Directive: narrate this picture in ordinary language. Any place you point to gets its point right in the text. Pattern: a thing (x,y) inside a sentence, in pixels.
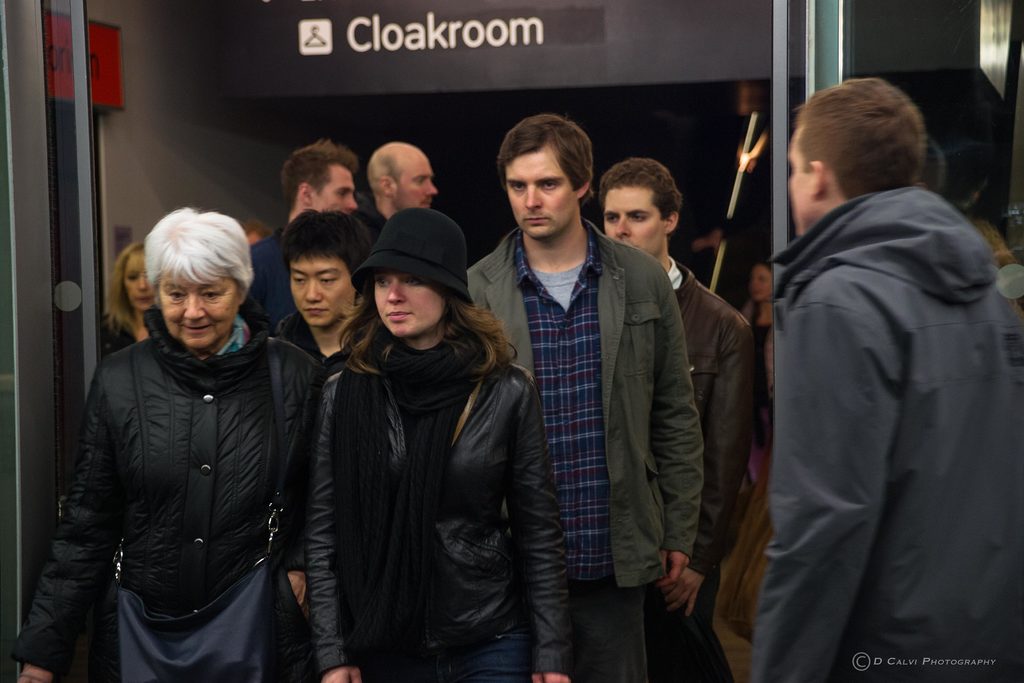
In the image there are many people (427,373) in jackets (557,607) standing and walking and behind them there is wall (372,78) with a text (513,31) in the middle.
